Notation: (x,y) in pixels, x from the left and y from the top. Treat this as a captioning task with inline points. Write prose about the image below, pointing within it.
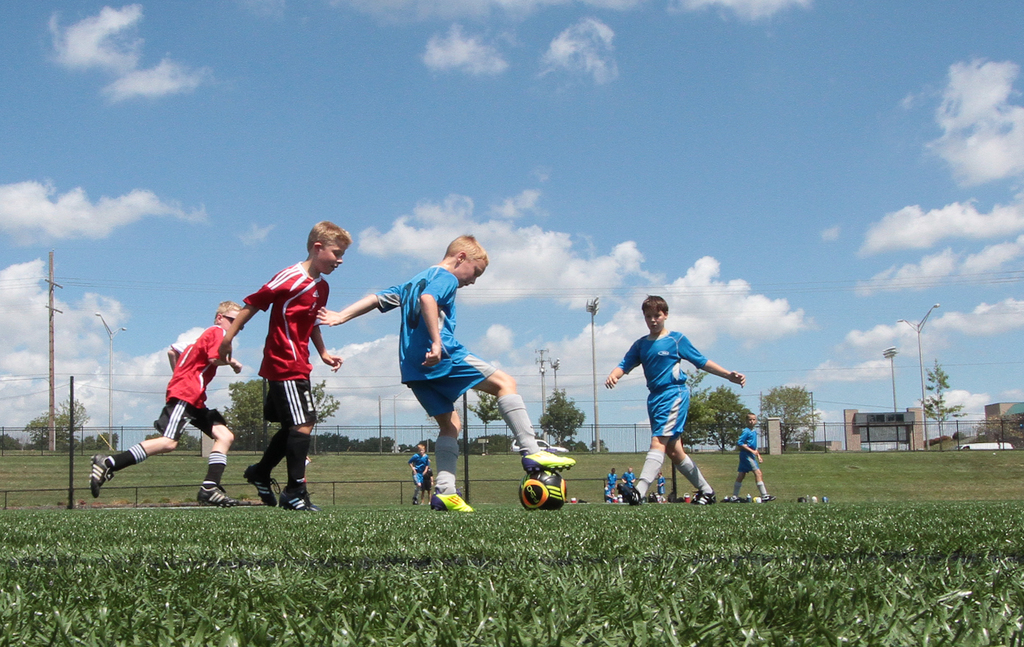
In this image I can see a lot of boys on the ground (949,490) and I can also see there is a football (554,488) under the feet (564,460) of a boy (450,475). In the background (170,193) I can see few poles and the sky (471,155).
